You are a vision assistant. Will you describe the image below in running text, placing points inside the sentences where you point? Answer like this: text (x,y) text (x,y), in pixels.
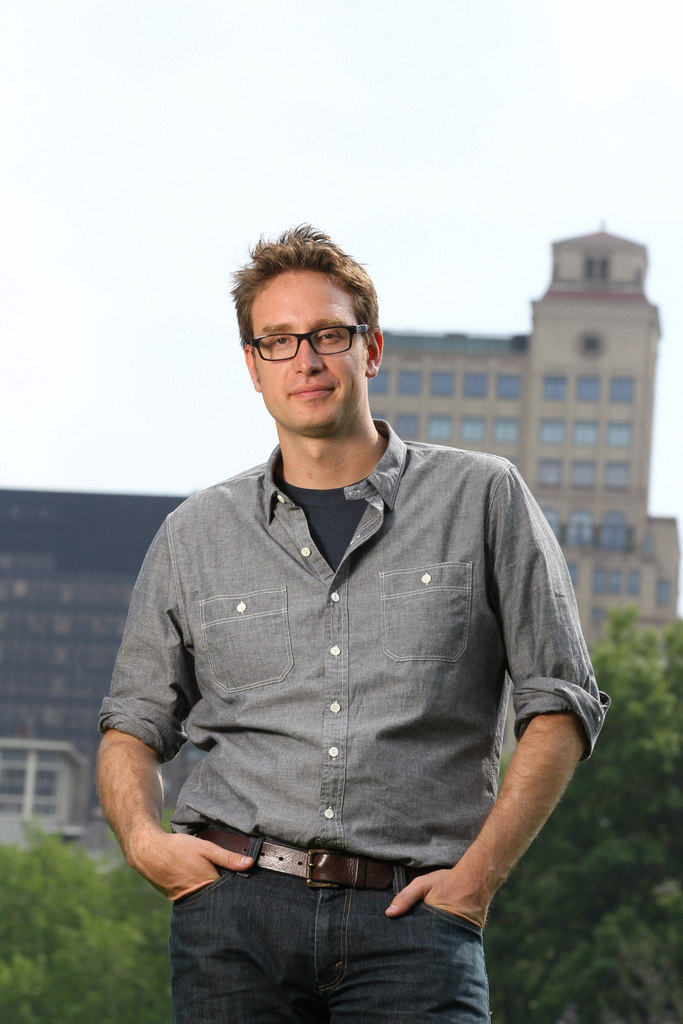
In this image I can see the person (278,715) wearing the grey and black color dress (296,740) and also specs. In the background (145,924) I can see many trees (139,913), buildings (446,433) and the sky (278,183).
